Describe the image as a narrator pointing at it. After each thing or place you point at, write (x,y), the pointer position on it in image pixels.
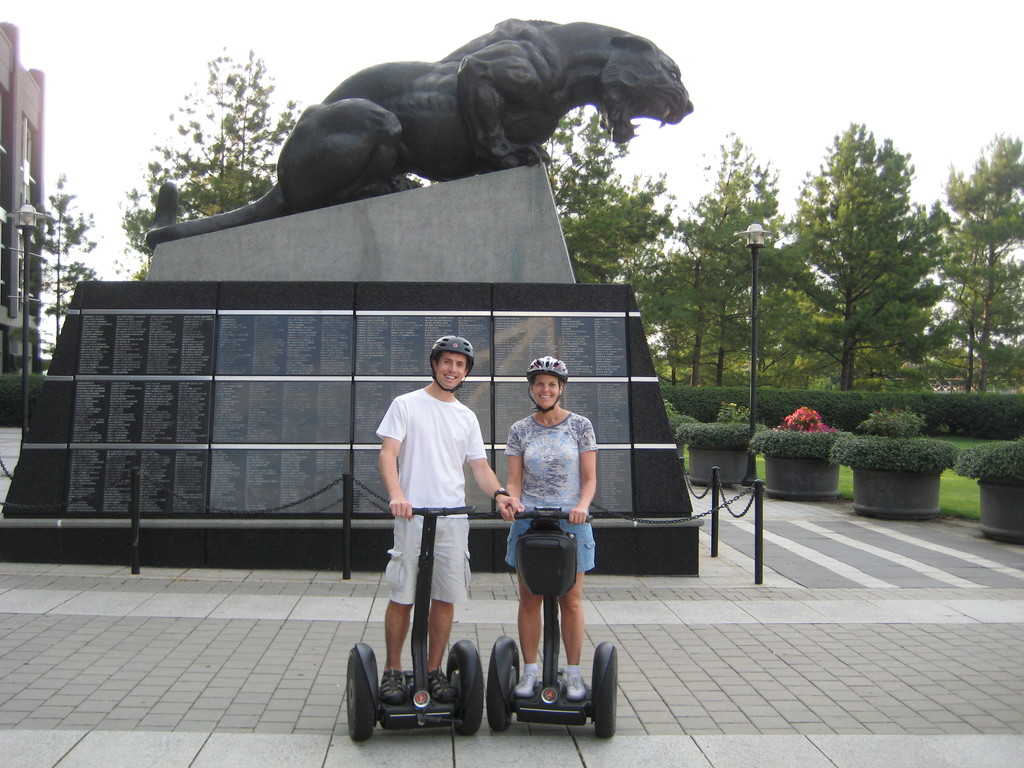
In this image I can see a black color statue (594,102). In front I can see two people (507,506) are standing on the black color vehicles (553,640). Background (819,312) I can see trees (836,310), light-poles (755,329), building (33,189) and flower pots (825,441). The sky (819,21) is in white color.
